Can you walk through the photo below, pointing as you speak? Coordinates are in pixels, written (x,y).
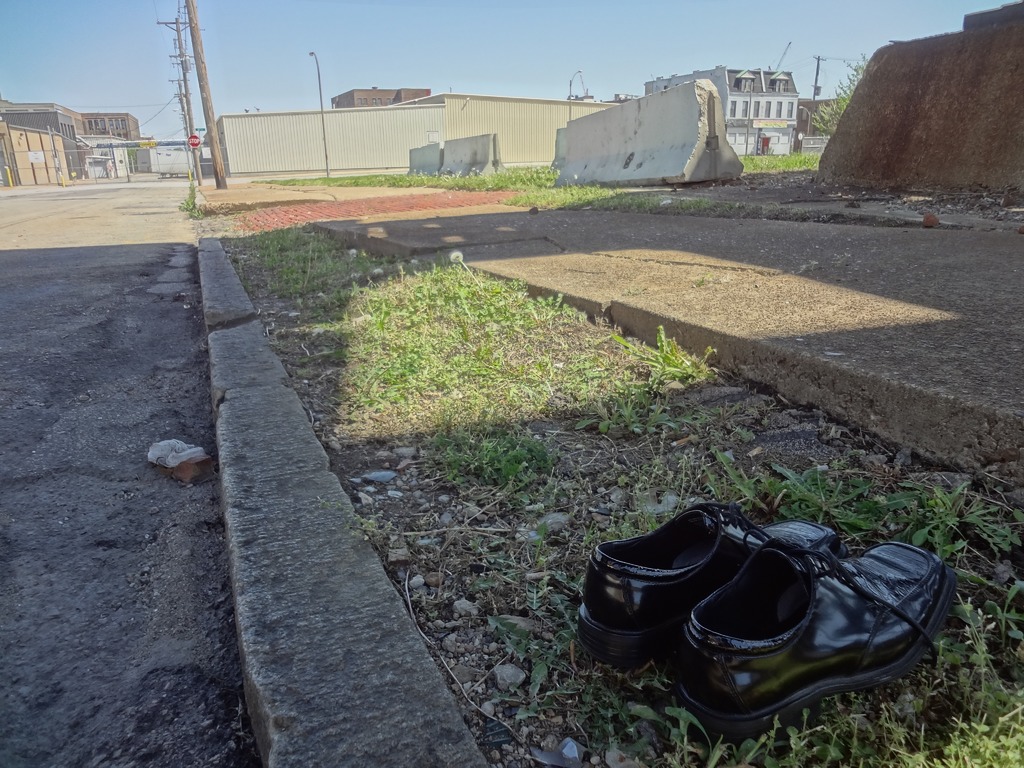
In this image there is a pair of shoes (710,655) in the bottom of this image (758,635) and there is some grass (494,315) as we can see in the middle of this image (533,365). There are some buildings (298,144) in the background (353,144). There is a sky (180,126) on the top of this image (422,64). There are some current poles (213,155) on the top left side of this image (217,142).
